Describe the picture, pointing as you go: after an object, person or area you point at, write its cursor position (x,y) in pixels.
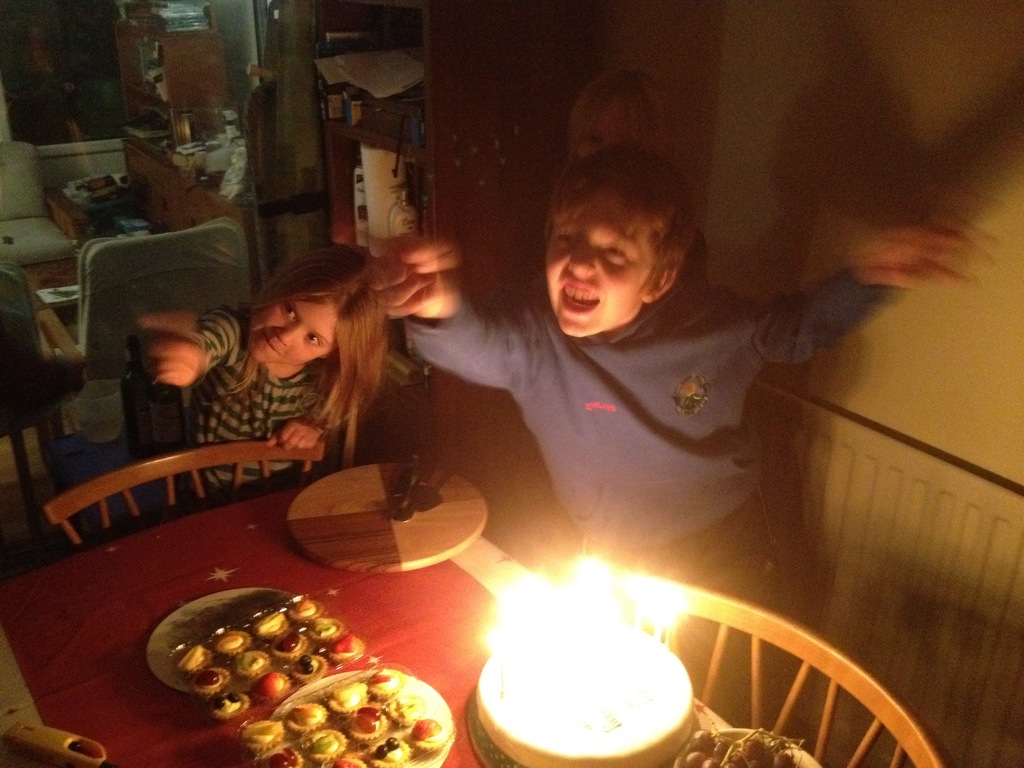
Here we can see a girl (314,321) and a boy (604,212). This is table (72,637). On the table (113,621) there is a cake (625,691) and cookies (287,654). These are the chairs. On the background (859,205) there is a wall (876,111). There is a rack (425,158).
